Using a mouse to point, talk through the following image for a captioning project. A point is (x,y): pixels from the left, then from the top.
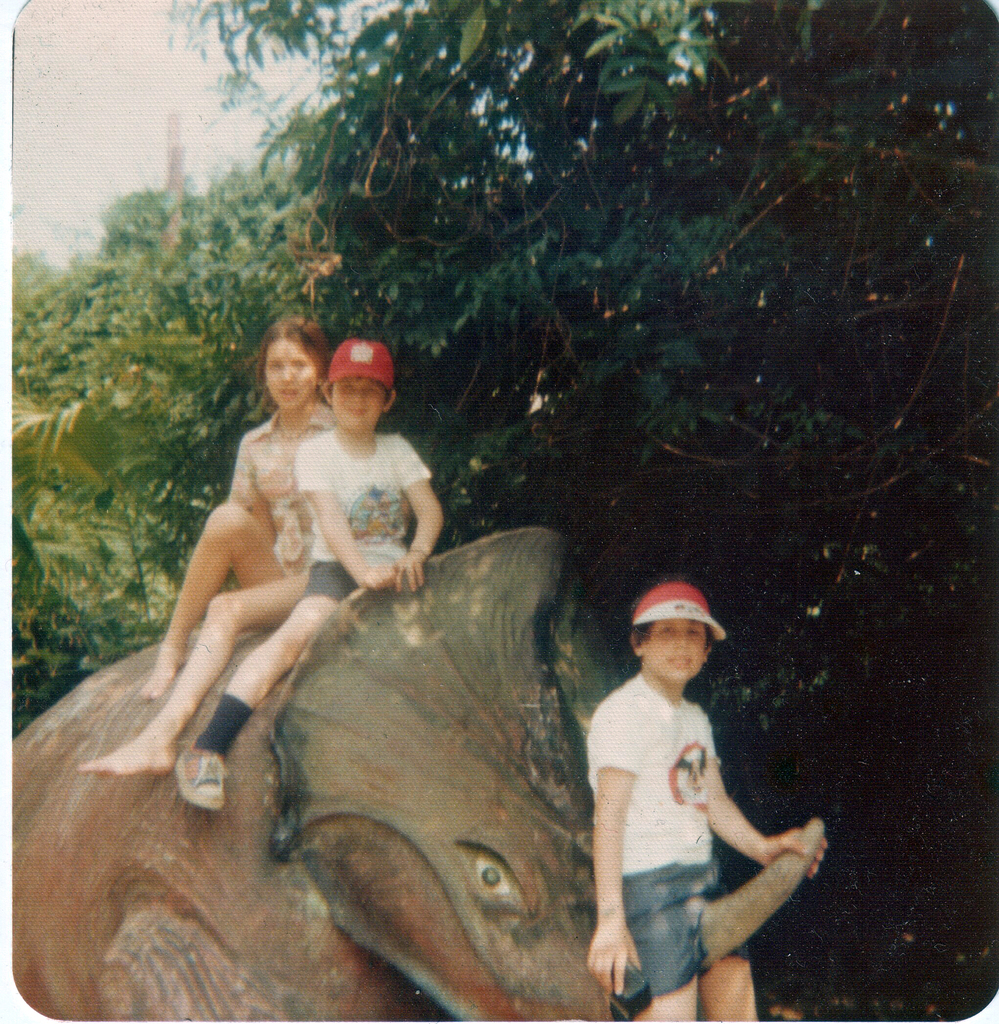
In this picture there is a boy (325,499) and a girl (289,542) sitting on a statue (173,893). There is a boy (648,756) holding the horn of a statue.
